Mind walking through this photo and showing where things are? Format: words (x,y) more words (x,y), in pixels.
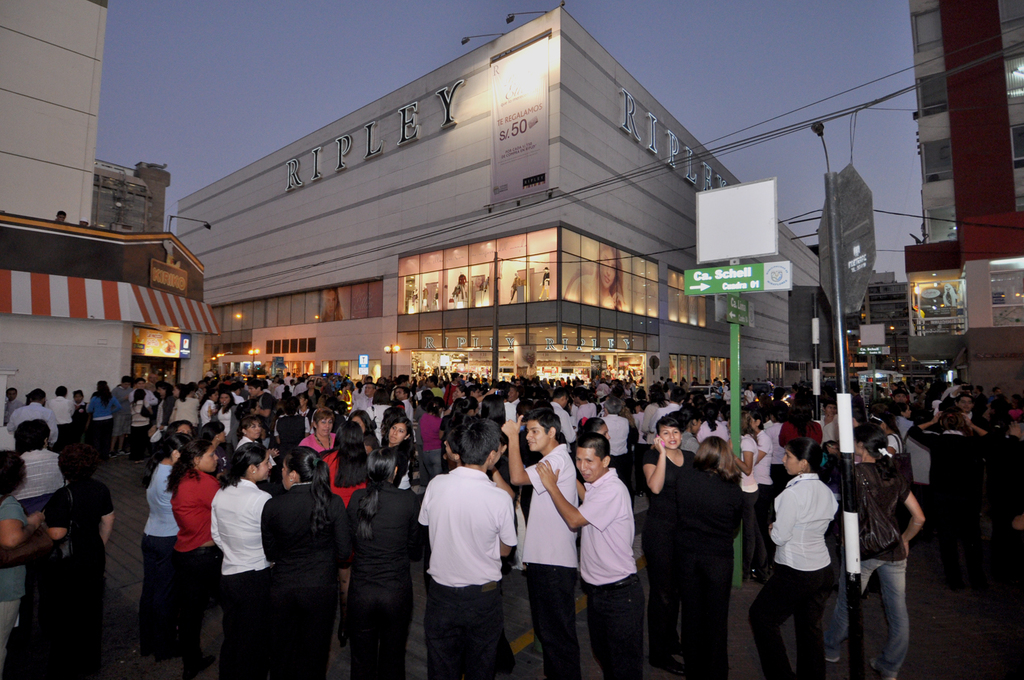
There are many people (425,451) standing and there are buildings (548,258) in the background (693,204).
